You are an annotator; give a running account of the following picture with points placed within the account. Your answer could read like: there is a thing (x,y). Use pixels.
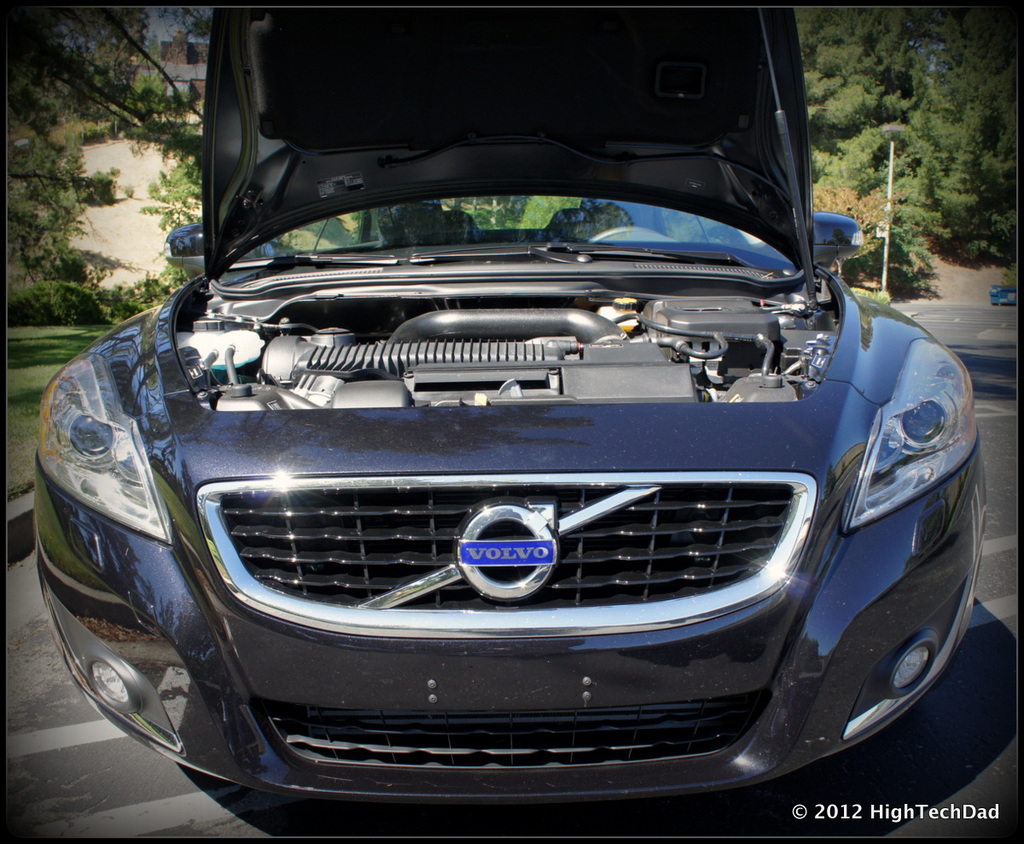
In this picture I can see vehicle (802,476) on the road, side I can see some trees (108,18), grass (28,349) and buildings (177,59).
